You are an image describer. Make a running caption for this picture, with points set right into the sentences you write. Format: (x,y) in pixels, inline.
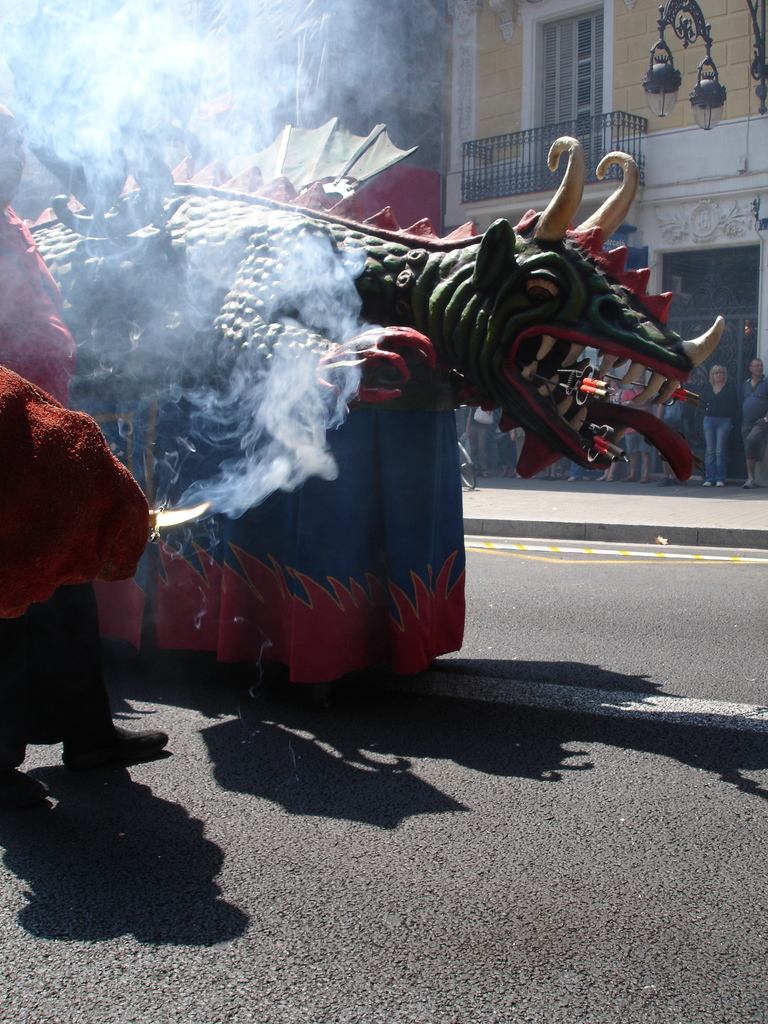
In this image we can see the depiction of the dragon (510,232). We can also see a man (76,416) holding the small flame (193,510) and standing on the road (135,777). In the background (508,72) we can see the buildings (474,73), hanging light lamps (700,70) and also a few people (762,378) standing on the path (643,483). We can also see the smoke (196,330).
